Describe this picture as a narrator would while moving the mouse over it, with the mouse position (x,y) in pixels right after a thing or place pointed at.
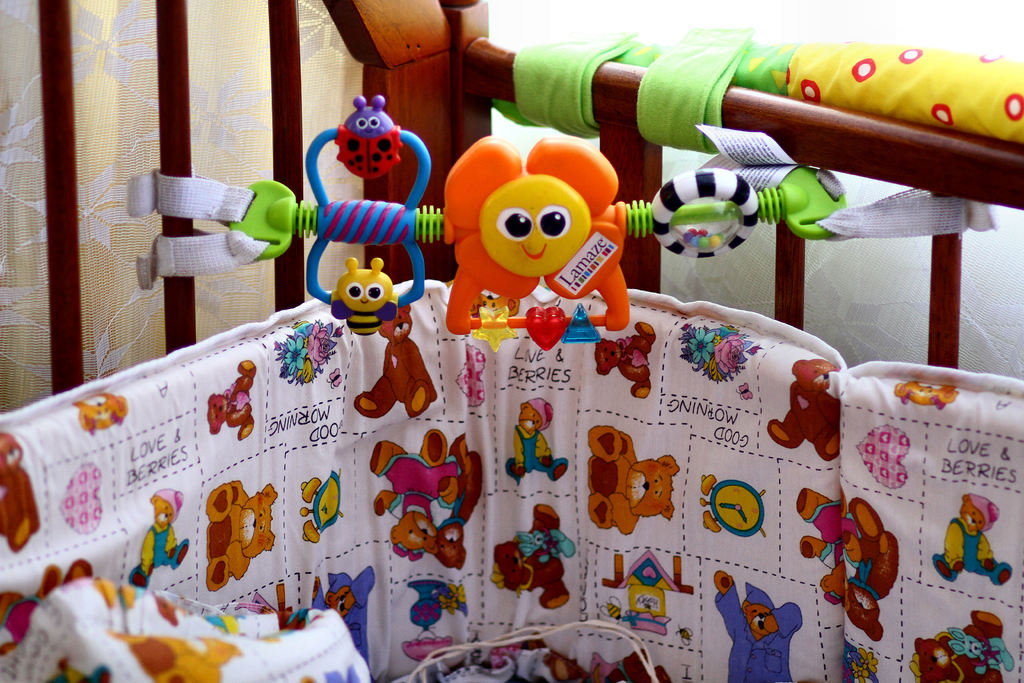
In this image there is a cradle (359,401) with toys (537,156). In the background of the image (76,90) there are curtains (121,11).
